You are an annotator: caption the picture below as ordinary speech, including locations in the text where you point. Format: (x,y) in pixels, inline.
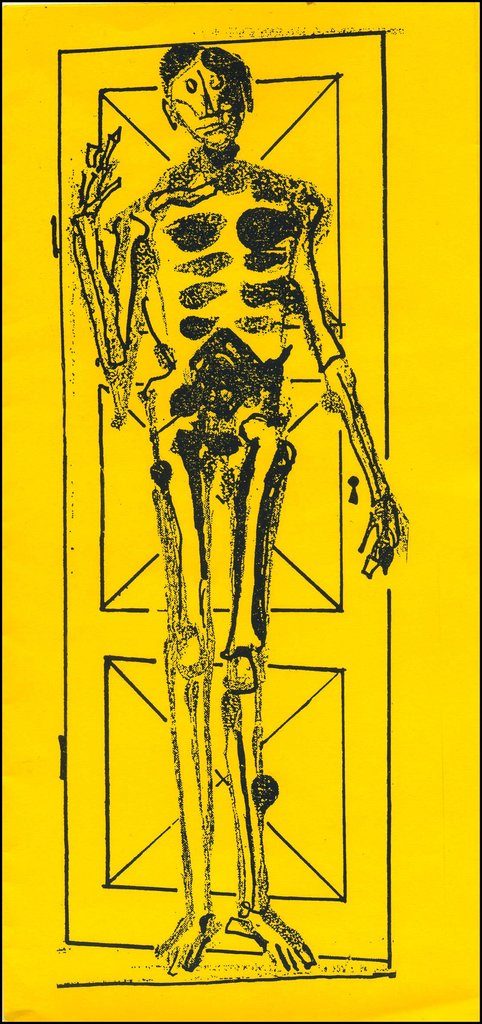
In this image, we can see a poster (168,420) with some images (176,206).
